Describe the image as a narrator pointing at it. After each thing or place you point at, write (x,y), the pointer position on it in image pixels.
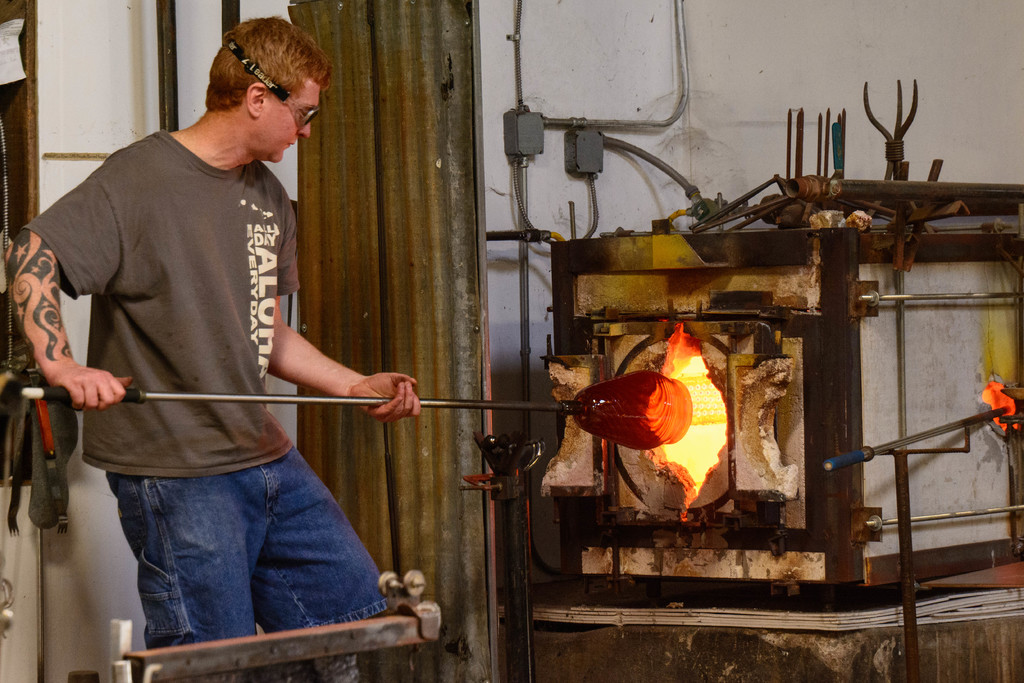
In this image I can see the person (169,148) is holding some object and the person (188,430) is wearing brown and blue color dress (148,542). In the background (671,449) I can see the fire (712,450), iron poles (927,185) and few objects (595,249) and the wall (771,88) is in white color.
